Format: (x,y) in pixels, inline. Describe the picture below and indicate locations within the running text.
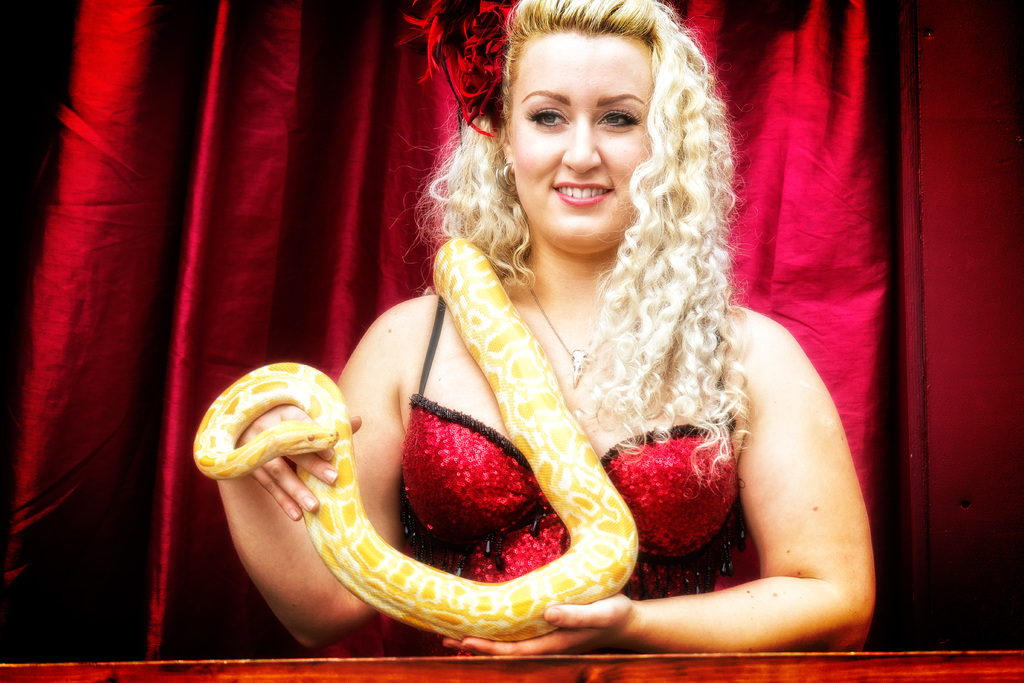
There is a woman (301,464) in red dress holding a snake (496,595) in front of the red curtain (333,124).
